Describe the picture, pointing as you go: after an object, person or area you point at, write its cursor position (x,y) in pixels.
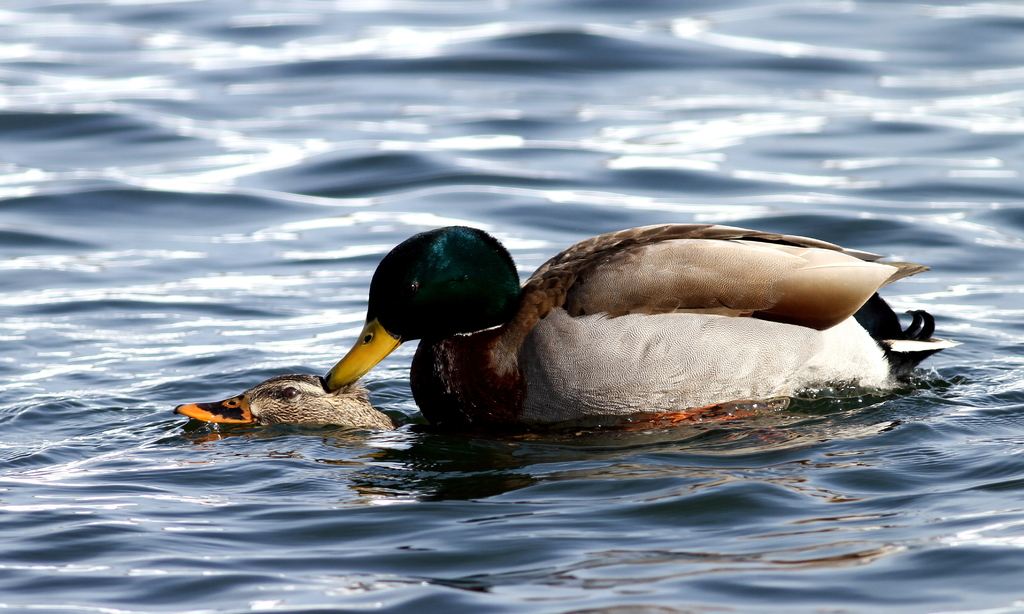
In the image we can see there are ducks (563,368) swimming in the water (679,447).
